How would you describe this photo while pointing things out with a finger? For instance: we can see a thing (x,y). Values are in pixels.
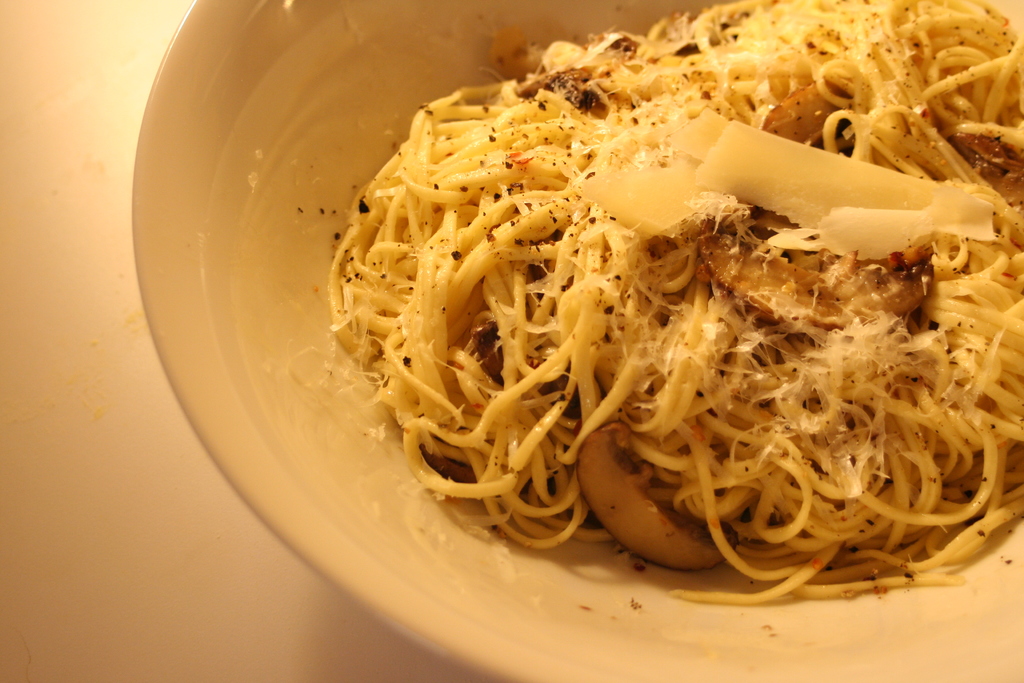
In this image in the center (349,368) there is one bowl (209,304), in that bowl (955,615) there are some noodles (620,317) and at the bottom (106,634) there is a table (112,554).
